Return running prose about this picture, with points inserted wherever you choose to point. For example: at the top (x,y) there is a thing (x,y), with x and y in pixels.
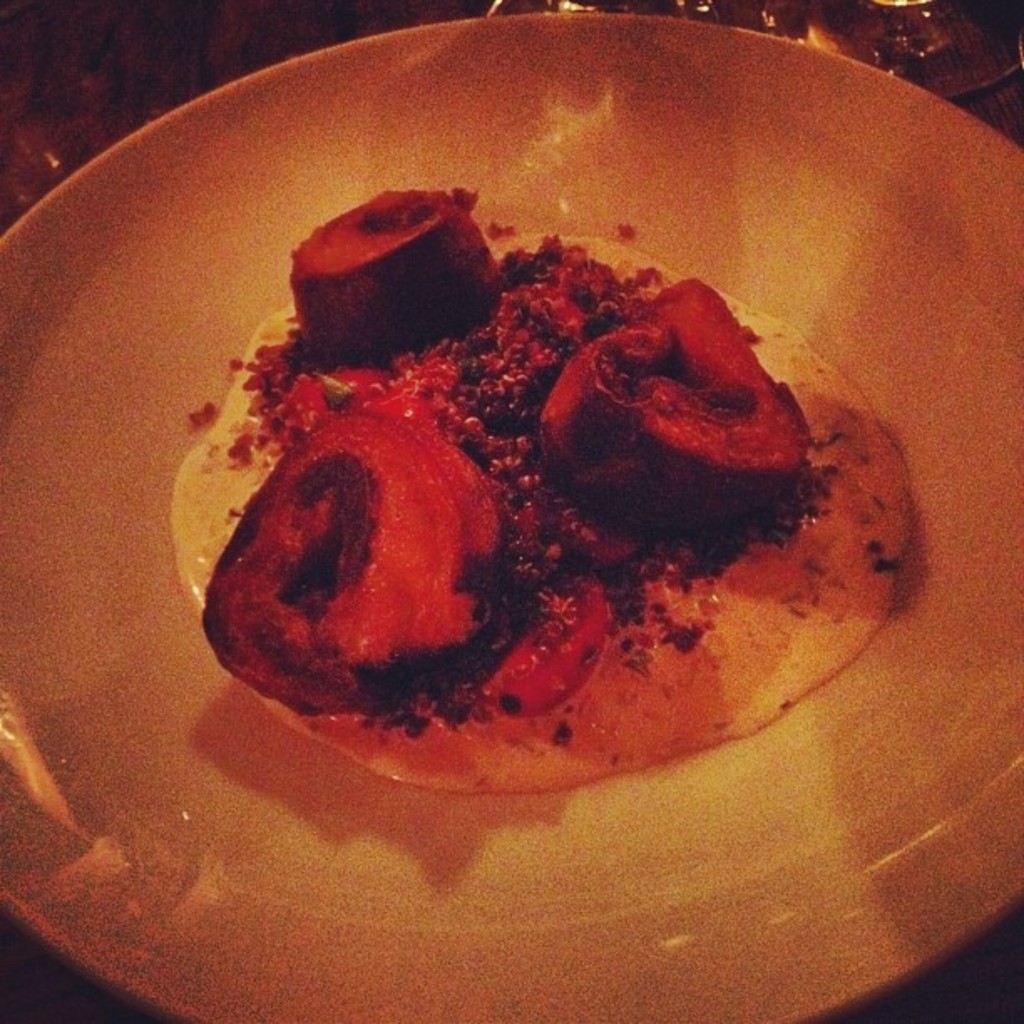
In the image we can see a plate (613,226), in the plate (558,226) there is food (296,666). Behind the plate (588,76) there are some glasses (984,76).
